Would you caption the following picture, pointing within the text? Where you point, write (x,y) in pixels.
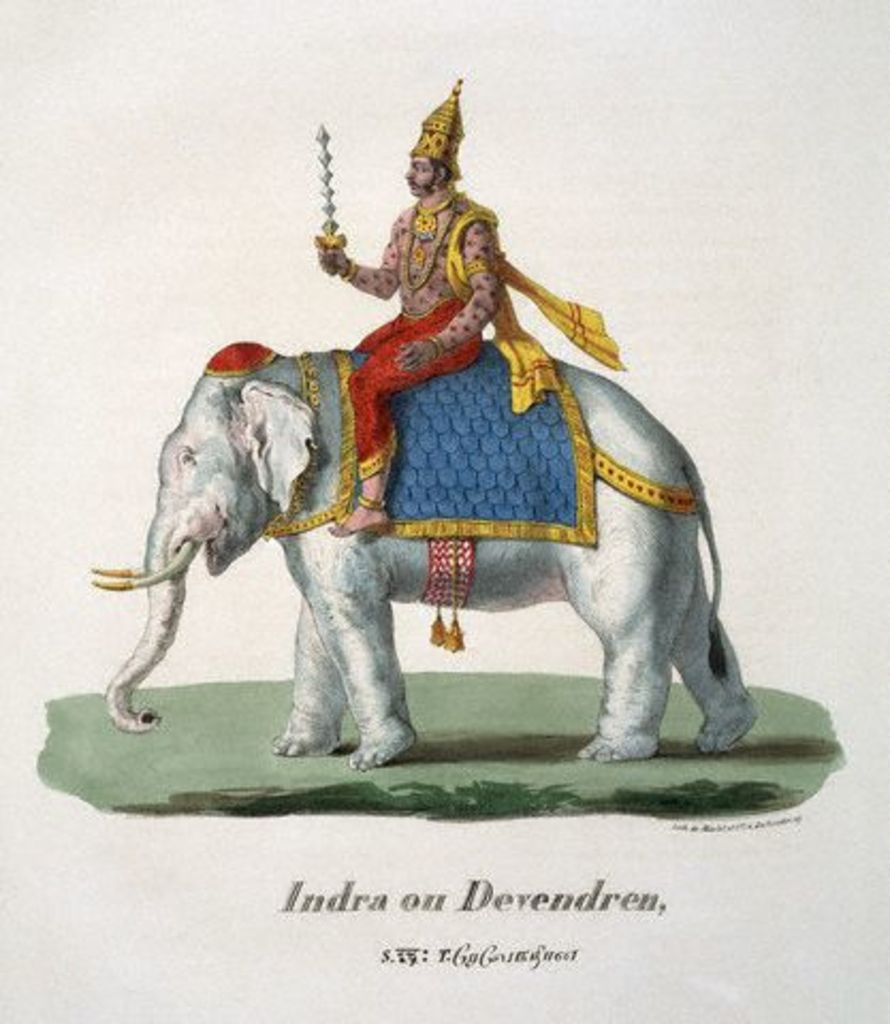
It is a painting, the god (415,314) is sitting on an elephant (626,662) and the elephant (323,573) is of white color.
